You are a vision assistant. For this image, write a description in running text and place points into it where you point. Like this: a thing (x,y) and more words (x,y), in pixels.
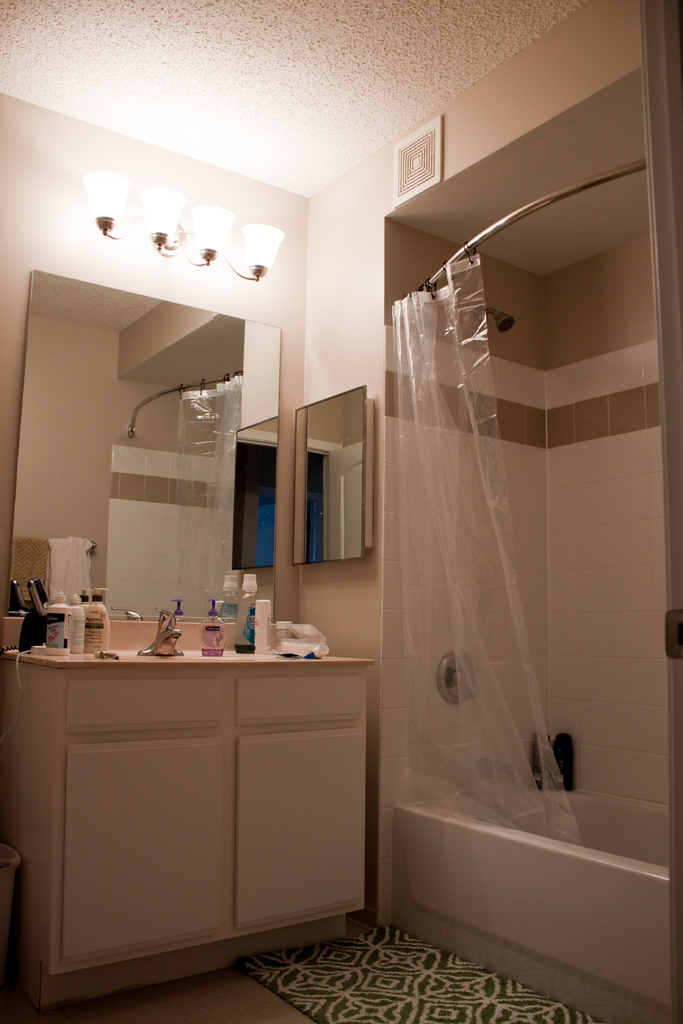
In this image there is a sink (136,652), on that there are bottles (84,633), in the background (6,519) there is a wall (175,176), for that wall (303,389) there is a mirror (139,426) and lights (264,240), beside that there is a bathtub (665,887) and a cover (506,545).
